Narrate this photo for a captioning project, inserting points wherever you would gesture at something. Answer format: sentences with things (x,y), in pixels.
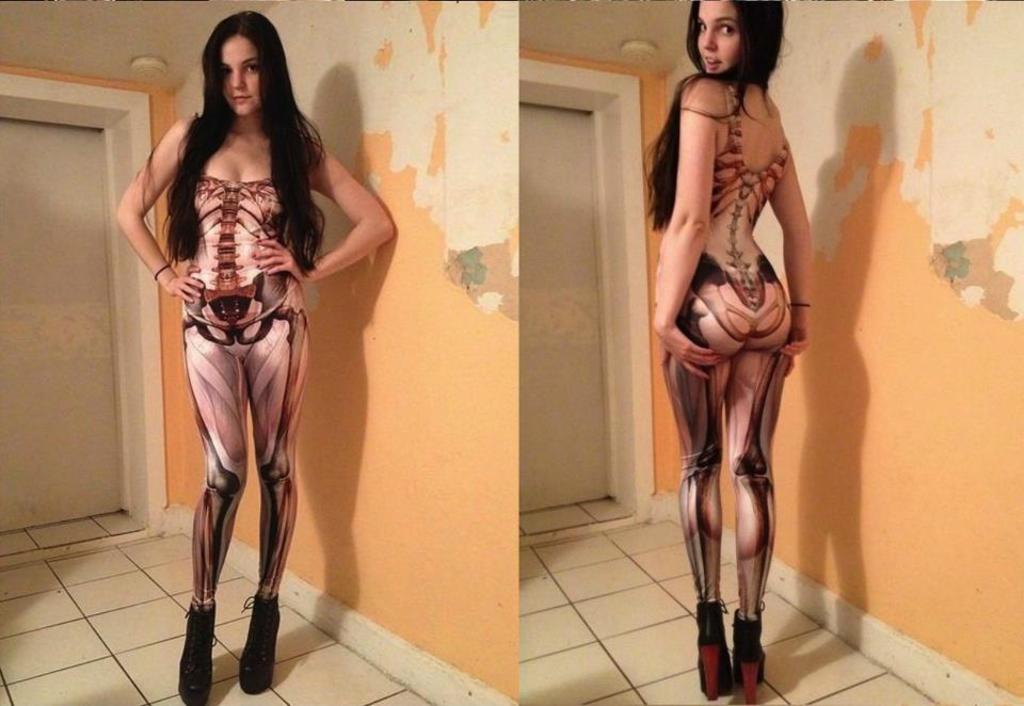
It is a collage picture. In the picture a woman (768,3) is standing and smiling. Behind her there is a wall (295,23).
